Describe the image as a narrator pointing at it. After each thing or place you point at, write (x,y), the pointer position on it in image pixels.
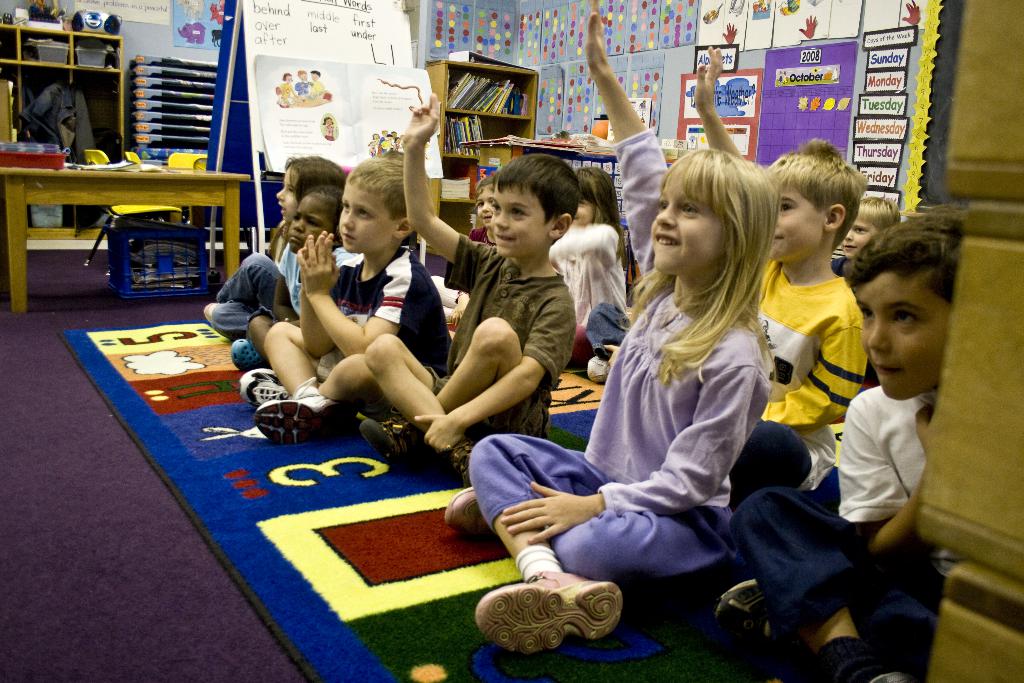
There are some children (628,350) sitting on a carpet (182,382). In the back (76,177) there is a table (89,180). On that there are many items (107,163). Also there is a board (291,30) with something written on that. There is a cupboard (464,110) inside that there are books (481,90). Also there is a wall (687,58) with many things (772,32) on that.
